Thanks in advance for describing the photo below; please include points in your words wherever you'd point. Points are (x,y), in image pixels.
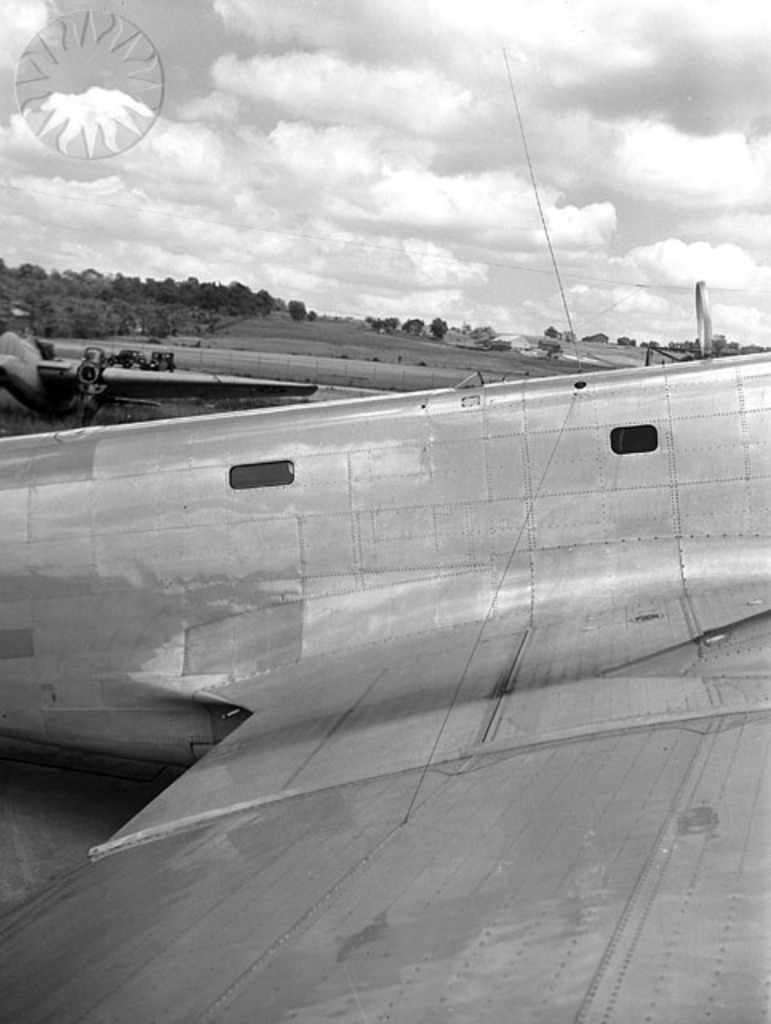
In this image I can see a aircraft (431,757) and two windows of the aircraft (363,483). In the background (202,296) I can see few trees (171,311), the sky (171,235), a pipe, the road (250,363) and few other objects (134,355) and I can see the building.
